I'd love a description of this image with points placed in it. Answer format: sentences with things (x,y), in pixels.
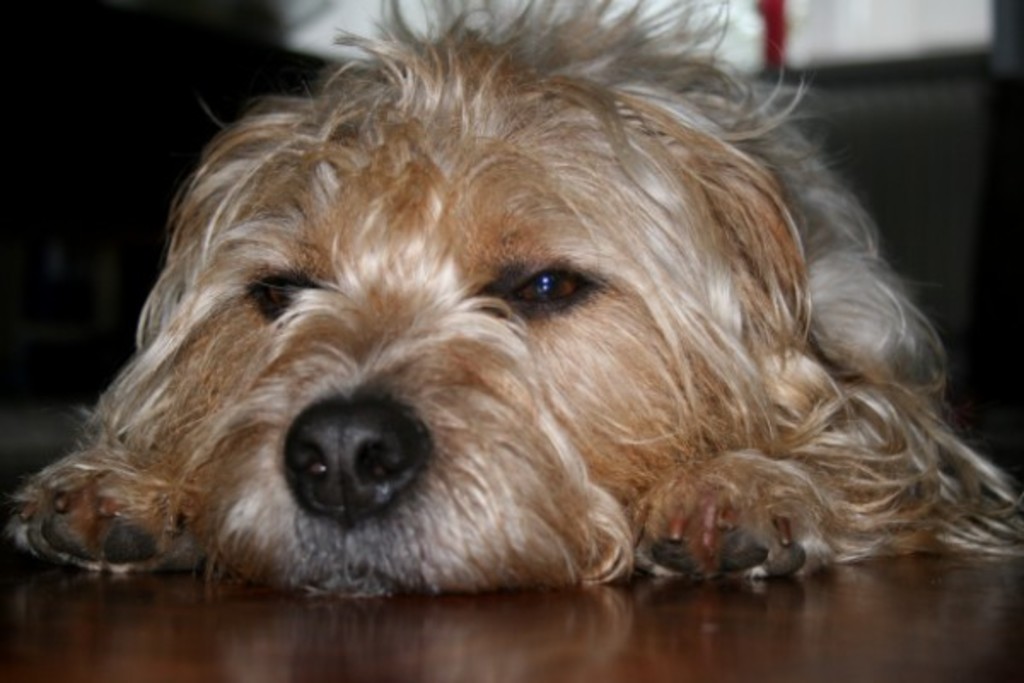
In the image we can see there is a dog (686,450) lying on the floor (498,655) and background of the image (945,44) is little blurred.
